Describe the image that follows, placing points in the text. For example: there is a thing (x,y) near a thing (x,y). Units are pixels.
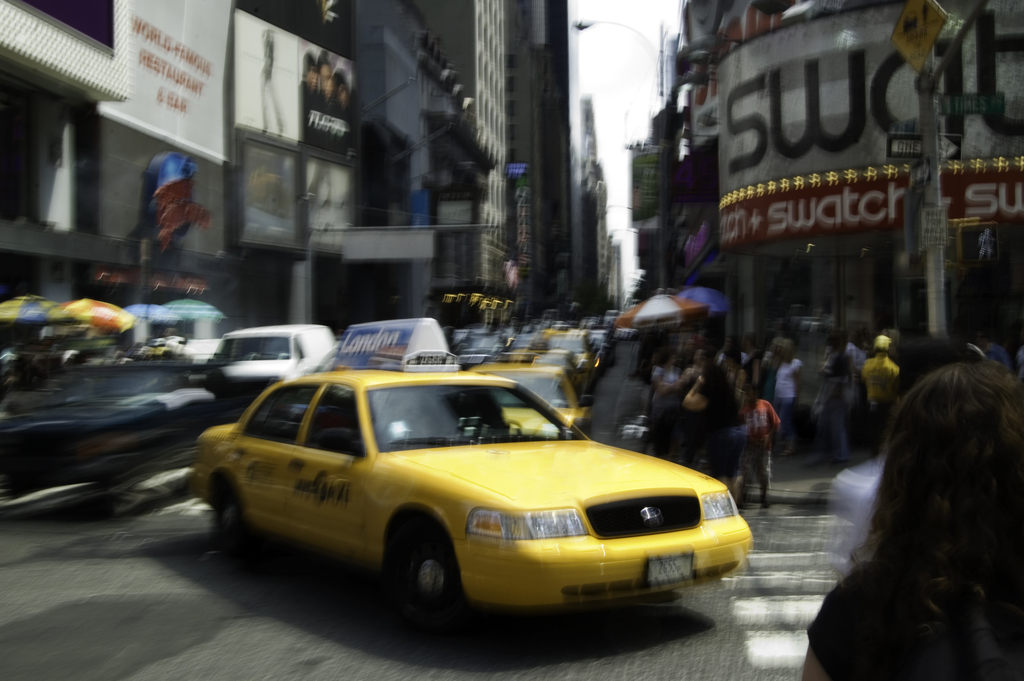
In this image, we can see the road (502,642), there are some cars (413,427) on the road (339,642), we can see some people (702,422) standing, we can see a pole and there are some buildings (228,120).
